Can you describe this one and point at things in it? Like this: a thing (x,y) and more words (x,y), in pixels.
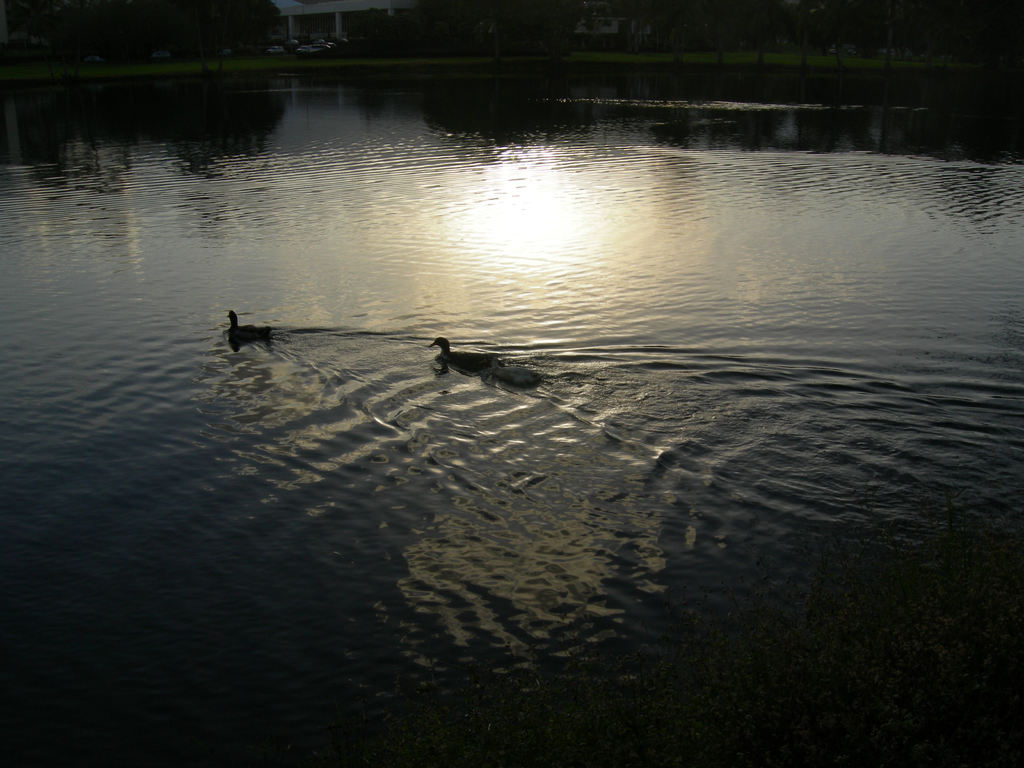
In this image we can see ducks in the water (440,293). In the background (431,51) there are trees (543,47). Also there is a building (288,7).
